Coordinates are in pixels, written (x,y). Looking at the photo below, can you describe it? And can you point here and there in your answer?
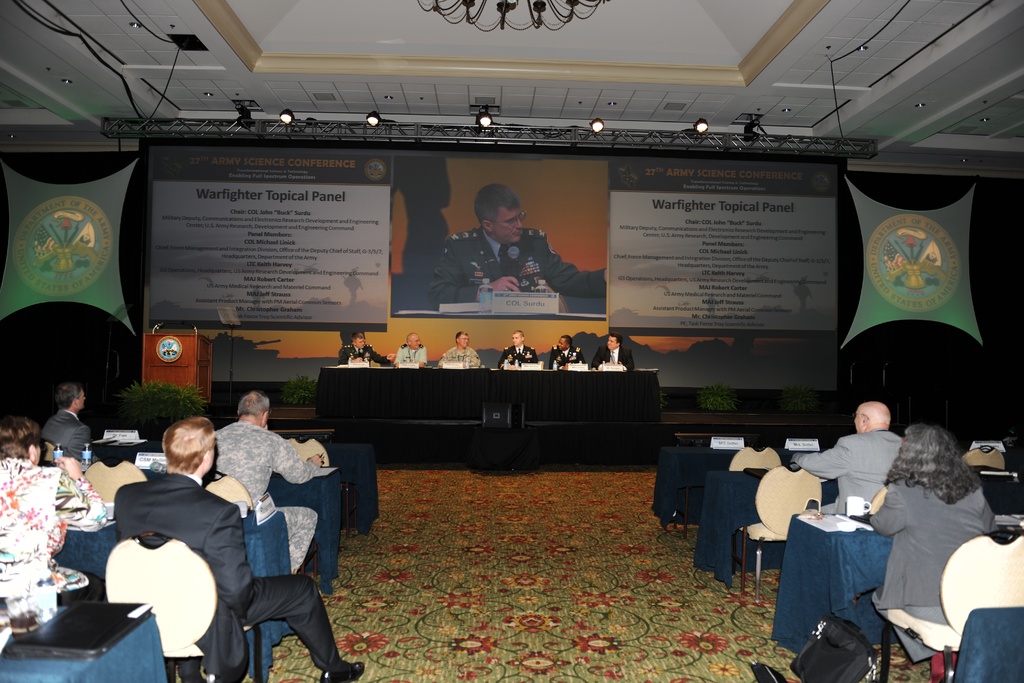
There are group of people (884,520) sitting in chairs (964,590) in front of table (162,674) there is a big screen projection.
